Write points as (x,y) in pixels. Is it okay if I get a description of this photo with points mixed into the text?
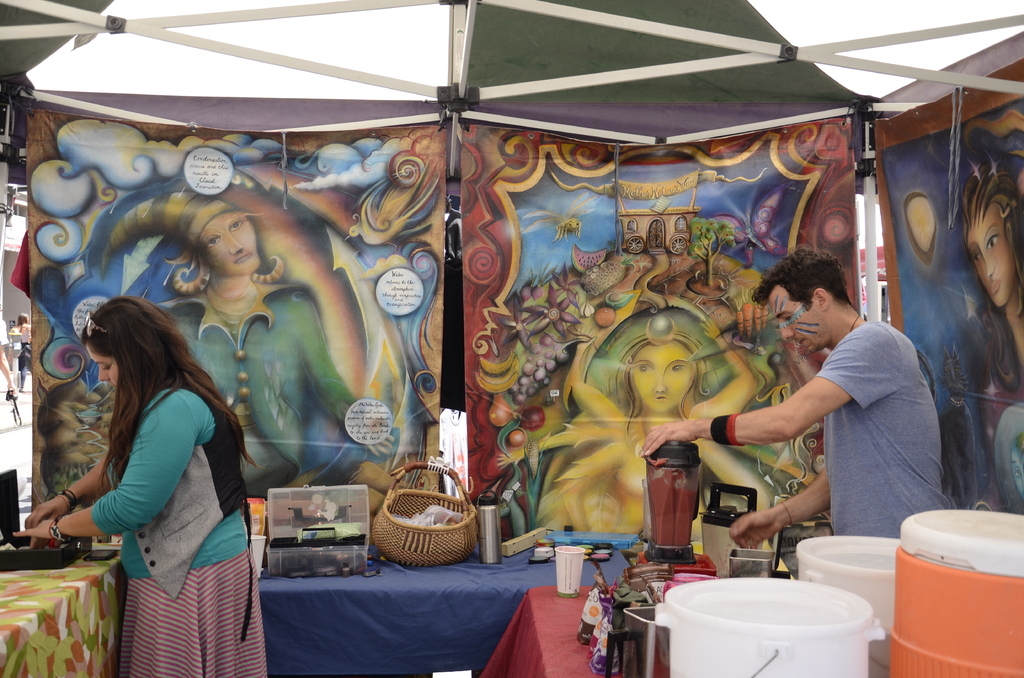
On the right (731,609) there is a table (561,627), on the table (564,639) there are buckets (868,602), cup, mixer (660,560), jar (666,499) and other objects (653,616). On the right (841,435) there is a person (838,438) standing. In the center of the picture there is a table (439,576), on the table (418,575) there are basket (393,532), flask (496,534), boxes (284,524) and other object (522,540). On the left (139,620) there is a woman (156,588) standing and there is a table (21,624), on the table (46,584) there are some objects (60,557). In the background (377,239) there are banners (470,164). At the top (416,33), it is a tent (533,36). On the left (9,365) towards background (11,375) there are people (25,354) walking down the road (24,422).
